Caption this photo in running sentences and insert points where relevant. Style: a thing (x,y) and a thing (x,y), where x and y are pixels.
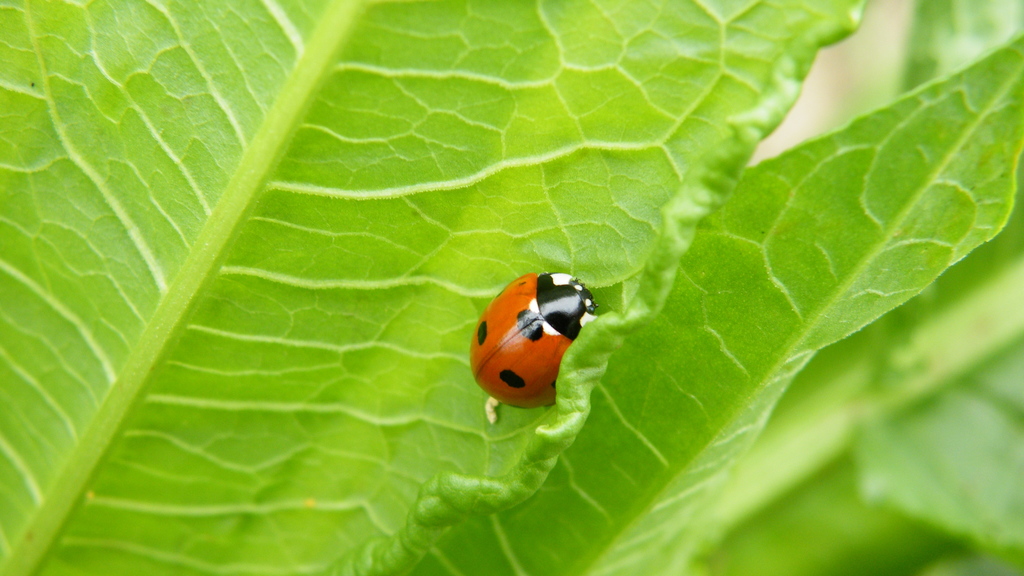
In this image there is a beetle (483,370) on the leaf (492,267).
